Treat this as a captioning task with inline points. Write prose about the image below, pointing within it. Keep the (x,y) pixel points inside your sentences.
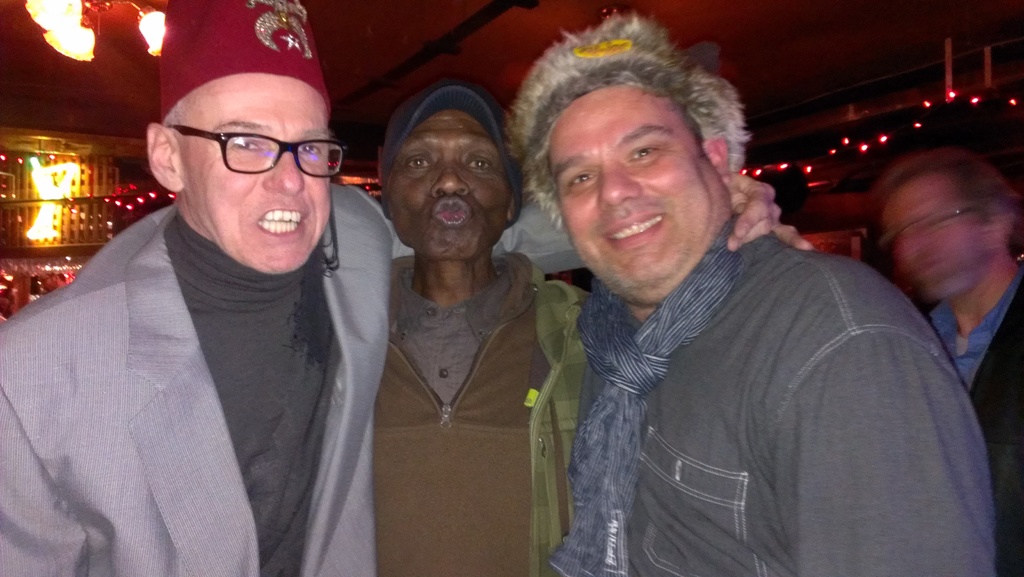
In this picture I can observe some people (479,359) standing on the floor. Most of them are men (560,239). In the top left side (93,7) I can observe chandelier (54,11) hanging to the ceiling (28,96).
